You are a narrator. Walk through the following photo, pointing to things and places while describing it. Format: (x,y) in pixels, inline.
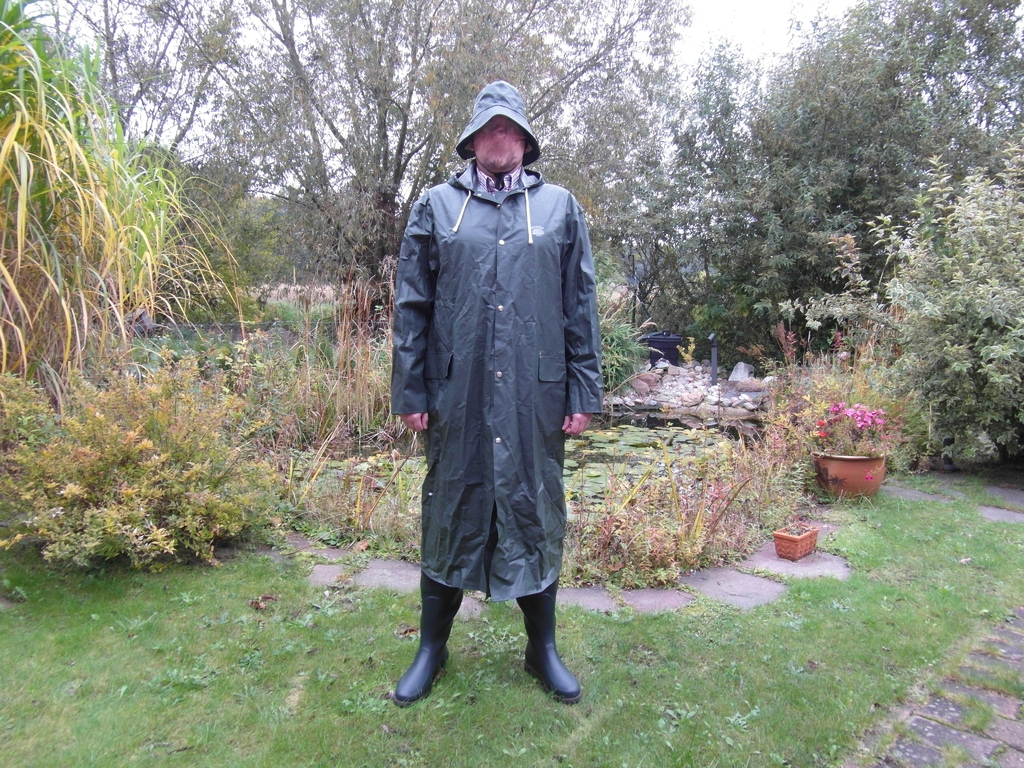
In the picture I can see a man (414,428) is standing on the ground (460,668). The man (530,561) is wearing a coat (466,413) and a hat (509,119). In the background (630,494) I can see plant pots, plants (688,451), the grass (413,762), trees (393,210) and the sky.
